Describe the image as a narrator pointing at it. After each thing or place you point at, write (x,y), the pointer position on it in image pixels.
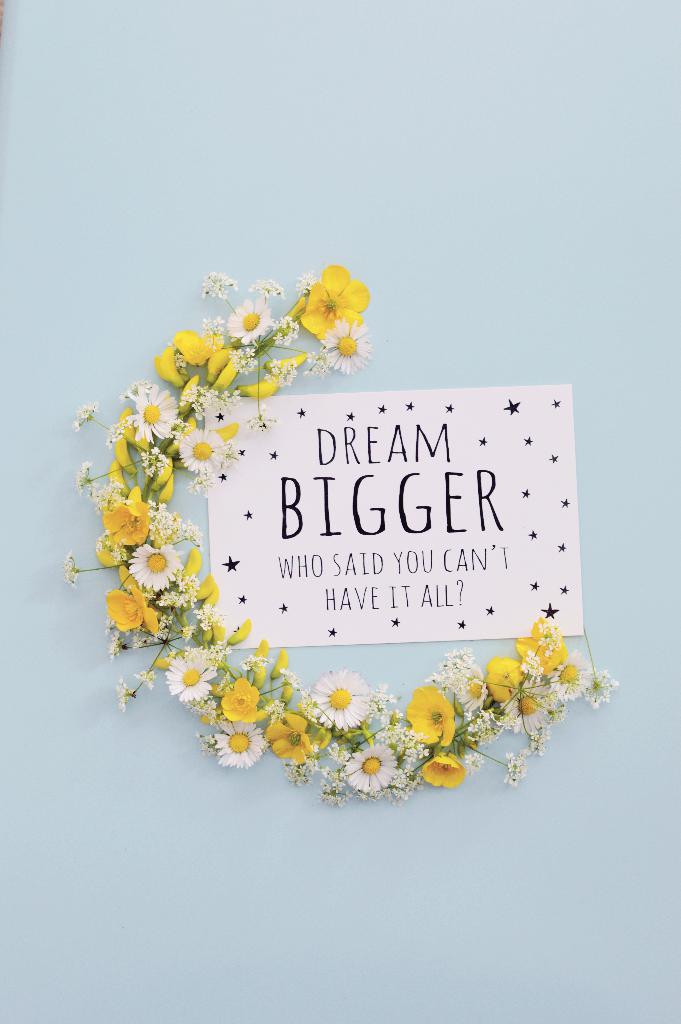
In the foreground of this image (347,337), it seems like a wall (360,146) on which a poster (467,505) and a garland (541,684) placed semicircle around the poster (260,553).
